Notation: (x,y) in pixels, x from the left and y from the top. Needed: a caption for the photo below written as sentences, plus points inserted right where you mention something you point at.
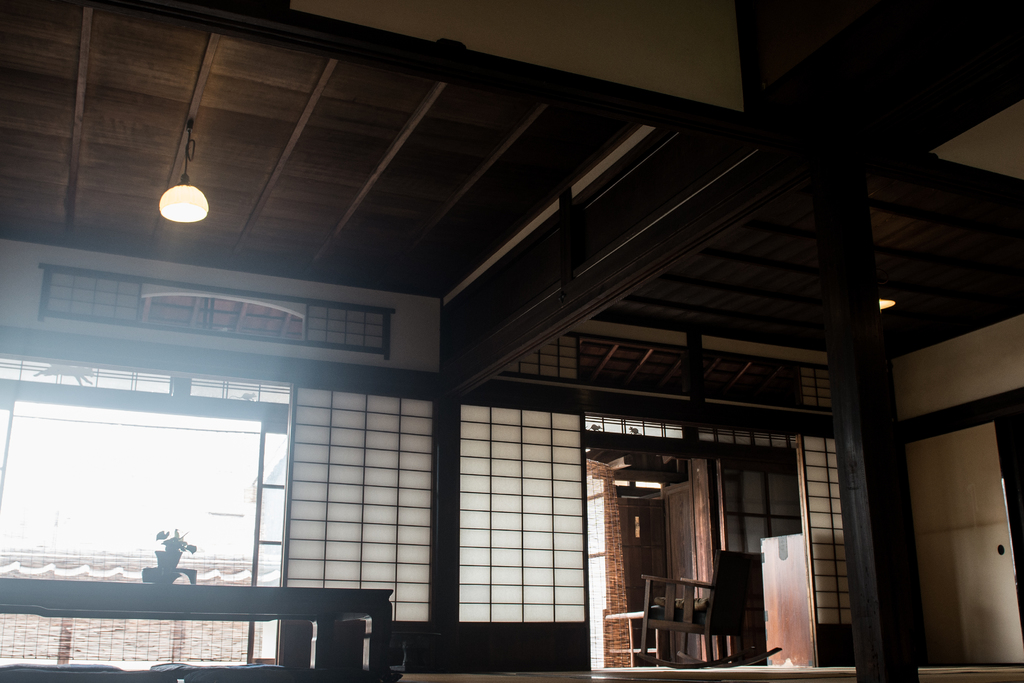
In this image I can see inside view of a room (438,432). On the top side of this image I can see few lights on the ceiling (502,175). On the right side (739,583) I can see a chair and on the left side of this image (117,594) I can see a table (168,587) and on it I can see a plant (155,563).
